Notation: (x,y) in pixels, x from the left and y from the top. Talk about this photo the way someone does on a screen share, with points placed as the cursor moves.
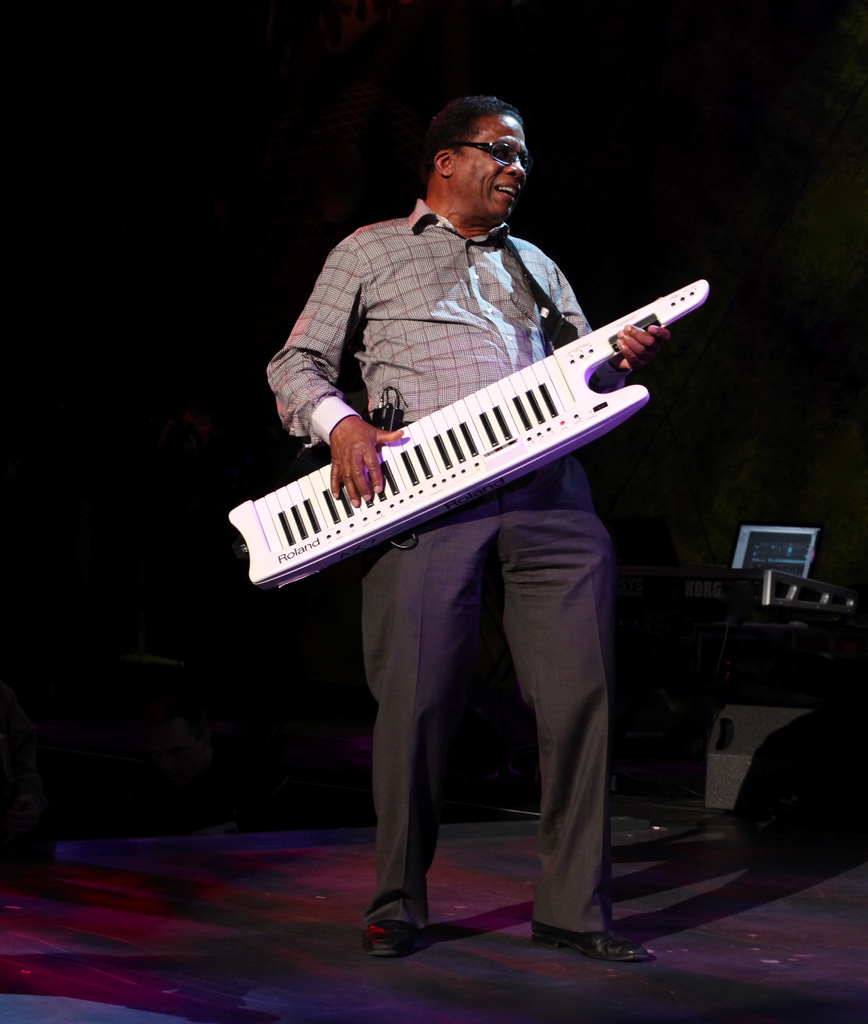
In the foreground of this image (432,604), there is a man (419,269) standing and playing keytar (542,465) and the objects (742,620) in the dark background (743,662).
